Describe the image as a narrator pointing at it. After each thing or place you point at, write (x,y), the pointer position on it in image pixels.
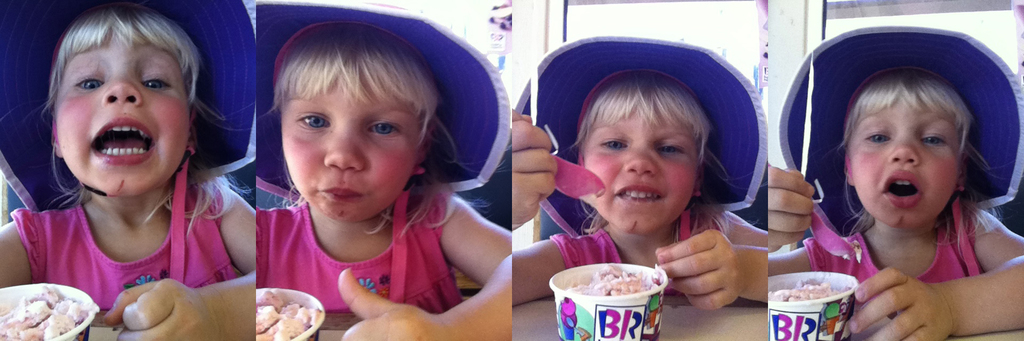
In this image we can see a collage picture of a kid (497,158) eating ice cream (609,290).
